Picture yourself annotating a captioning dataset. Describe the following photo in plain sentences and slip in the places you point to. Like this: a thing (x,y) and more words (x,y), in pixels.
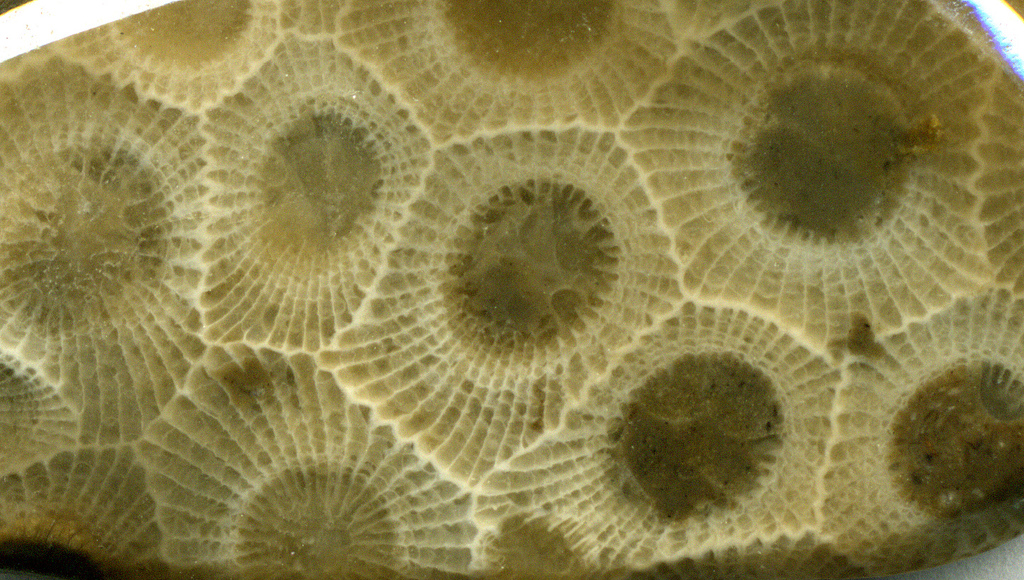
In this picture I can see a Petoskey stone (397,322).
